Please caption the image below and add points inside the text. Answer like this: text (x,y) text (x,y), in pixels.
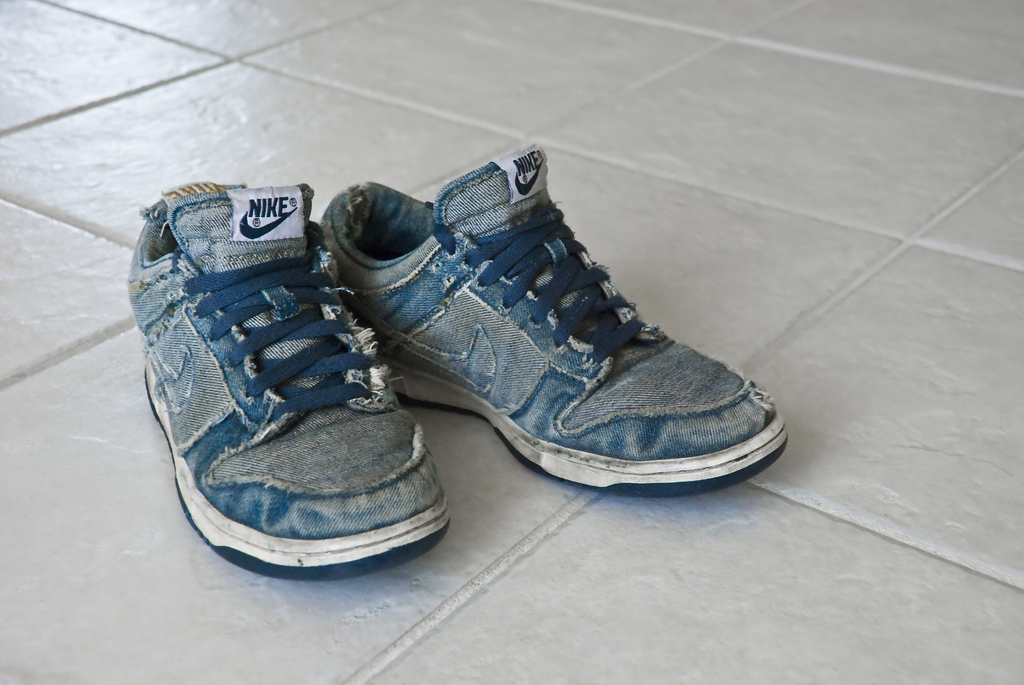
In this picture we can see shoes (239,374) on the ground (82,484).
